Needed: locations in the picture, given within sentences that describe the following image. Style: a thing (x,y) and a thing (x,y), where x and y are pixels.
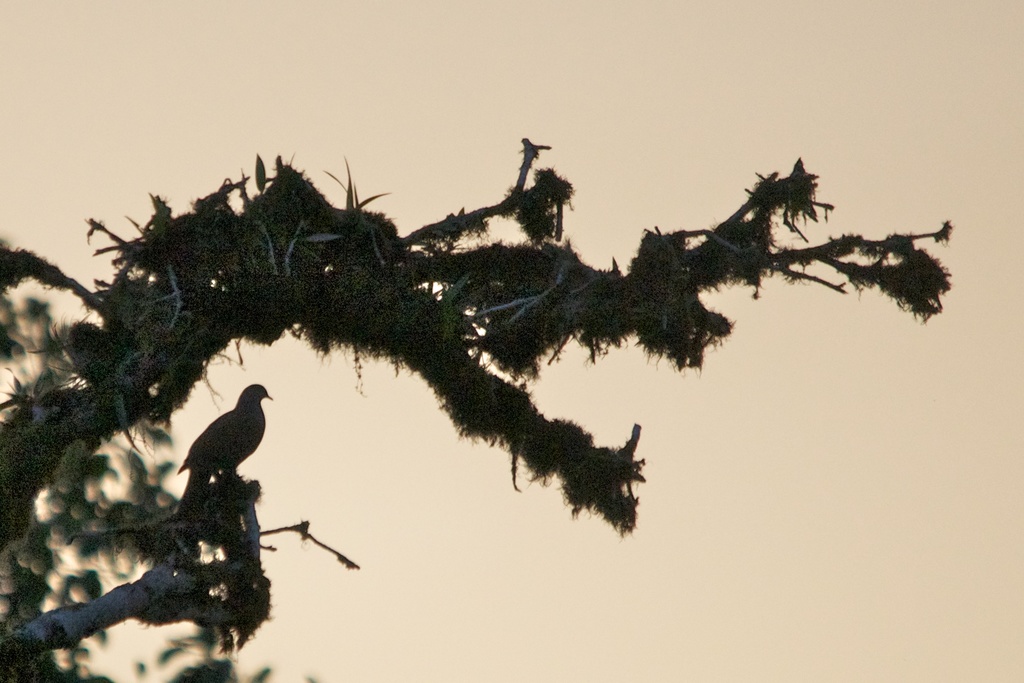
On the left side of the image (193,453) we can see a bird (231,469) is present on the tree (271,242). In the background of the image (496,183) we can see the sky (552,622).
